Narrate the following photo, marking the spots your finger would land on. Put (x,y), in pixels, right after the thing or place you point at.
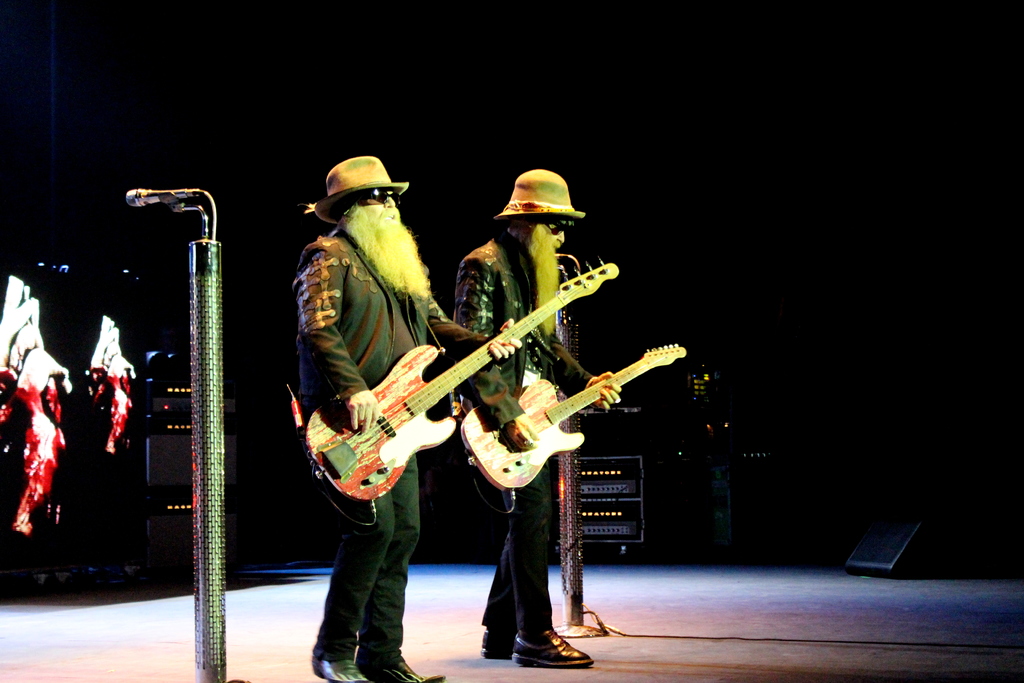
In this image i can see two persons (533,268) playing guitar (419,392) at left (165,202) there is a microphone (184,210) at the background (310,77) there is a curtain (420,72).
